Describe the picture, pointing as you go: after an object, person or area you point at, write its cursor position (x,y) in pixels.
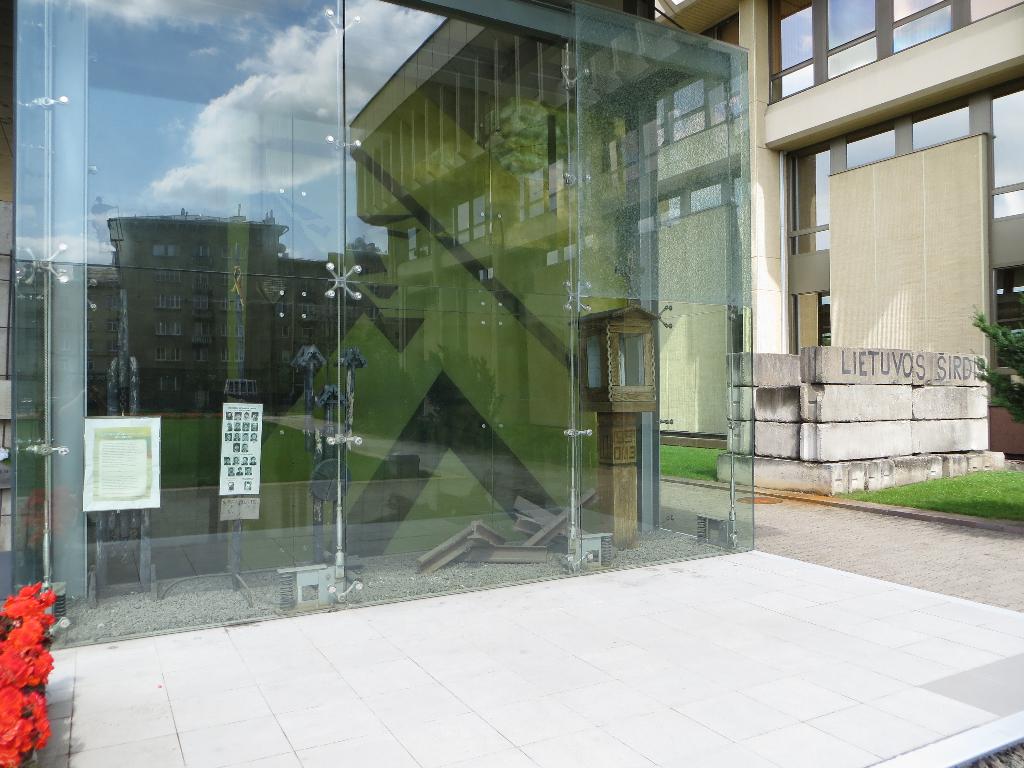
In the image we can see glass wall (206,356), building (822,97) and windows (848,43) of the building (802,127). Here we can see flowers (44,694), grass (966,494), footpath (923,548) and on the glass wall (306,211) we can see the reflection (203,164) of the sky (203,164).
